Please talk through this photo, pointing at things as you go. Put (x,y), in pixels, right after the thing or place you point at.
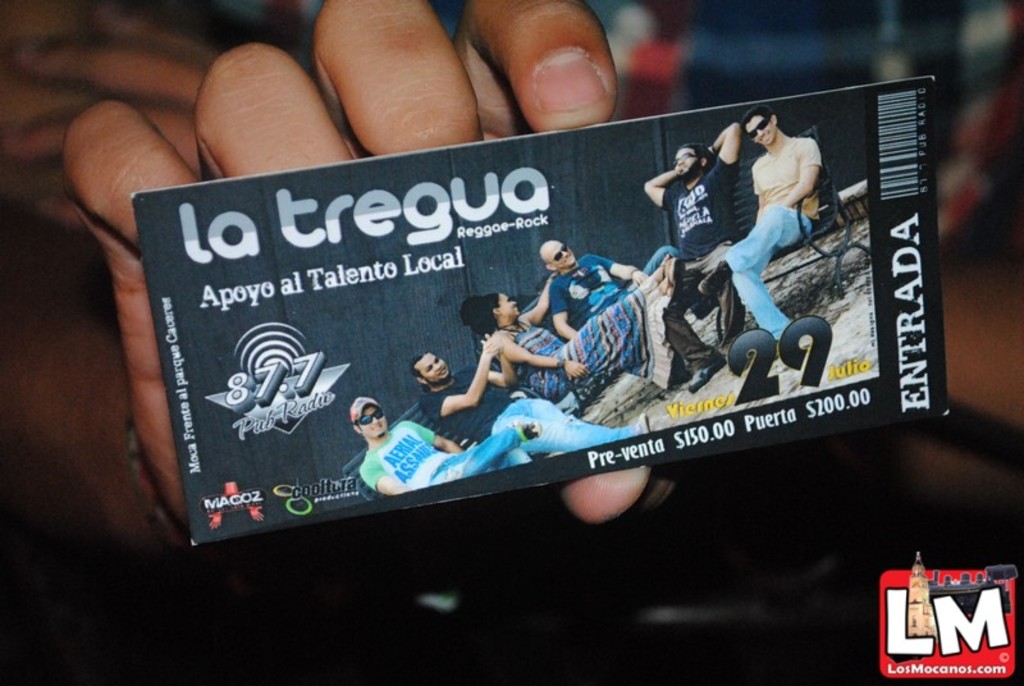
In this picture we can see the fingers (540,30) of a person (495,84) holding a ticket (357,464). On this ticket (285,464), we can see some text (211,293), numbers (761,378) and a few people (553,369). Background (591,658) is blurry.
